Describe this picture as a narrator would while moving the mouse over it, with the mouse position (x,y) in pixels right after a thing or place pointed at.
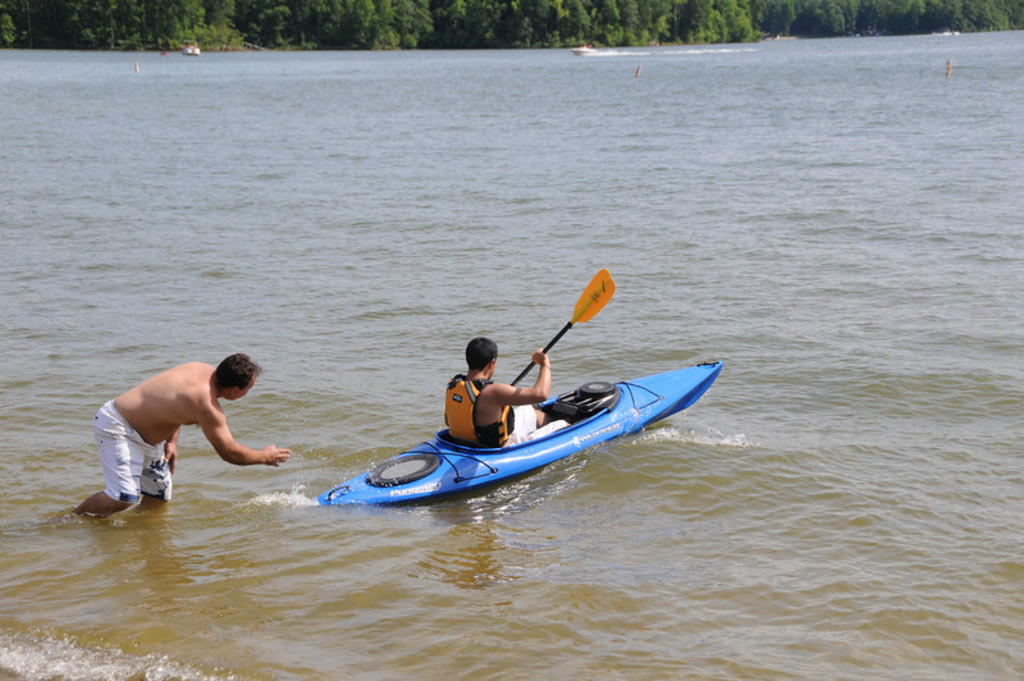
In this image there is a river (358,122), in that river (358,122) a man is sailing on a boat (345,486) and other man (149,455) is standing in the river (92,470), in the background (285,39) there are trees (700,28).
